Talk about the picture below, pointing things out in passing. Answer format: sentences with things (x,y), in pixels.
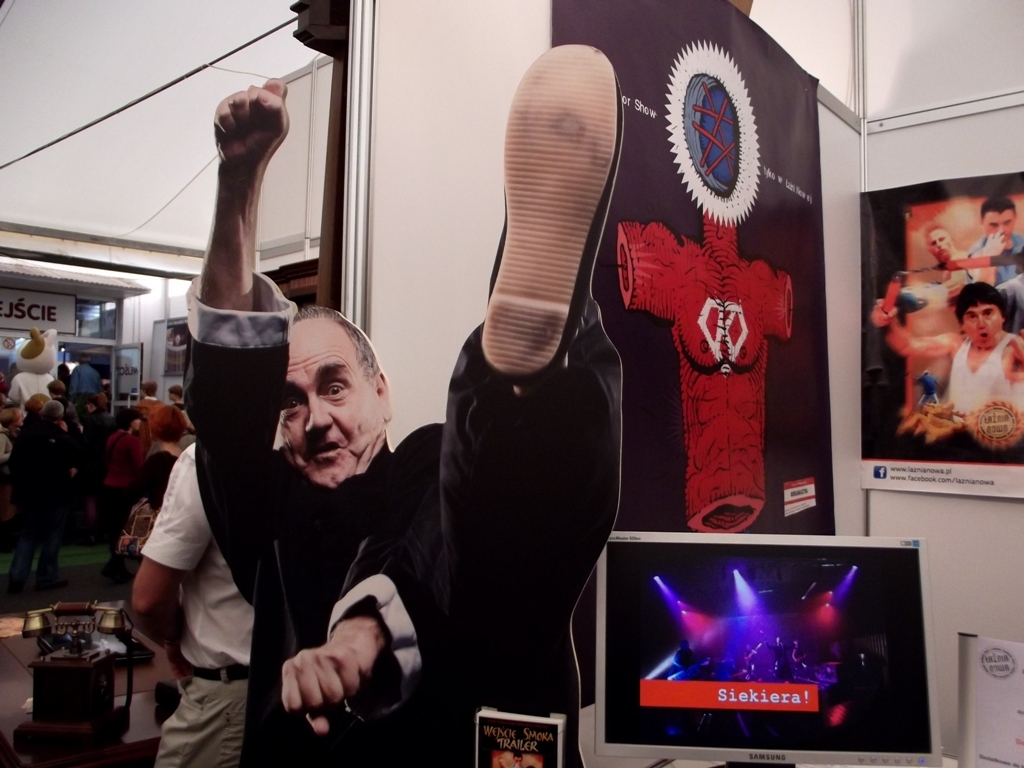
This image consists of a poster (453,578) of a man (363,498). On the right (830,586), we can see a screen (732,585) and a banner (879,221). On the left (185,493), there are many persons (155,623). And we can see a telephone (85,606). At the top (197,48), there is a roof (171,45).
